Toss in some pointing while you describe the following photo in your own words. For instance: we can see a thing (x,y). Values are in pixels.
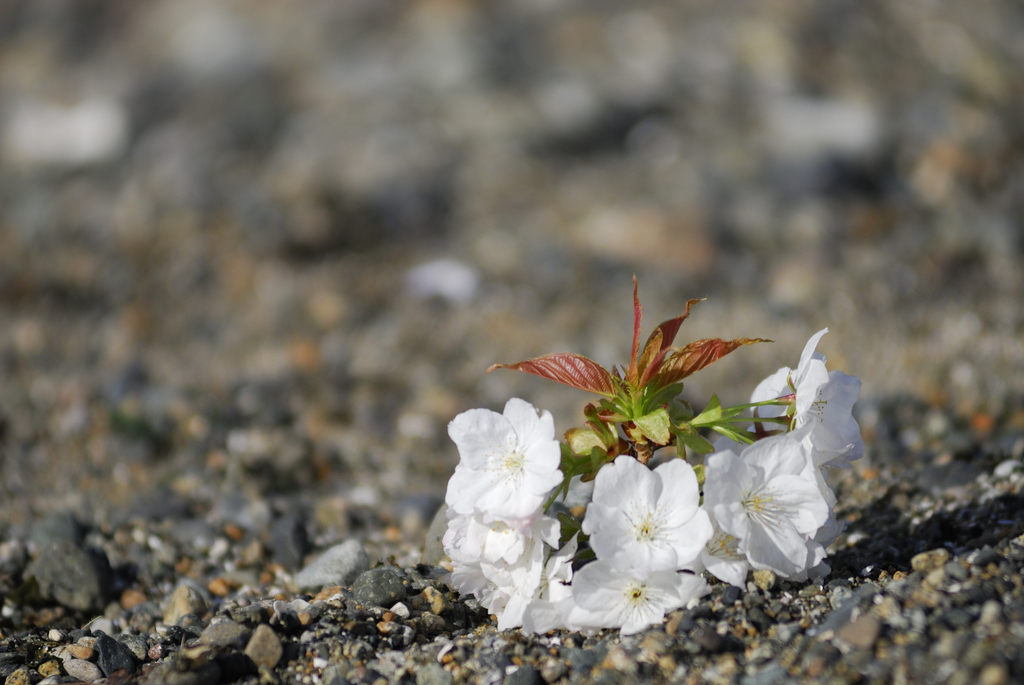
In this picture we can see few white flowers (530,573) and some stones (550,644) on the ground (705,619). Background (315,408) is blurry.
